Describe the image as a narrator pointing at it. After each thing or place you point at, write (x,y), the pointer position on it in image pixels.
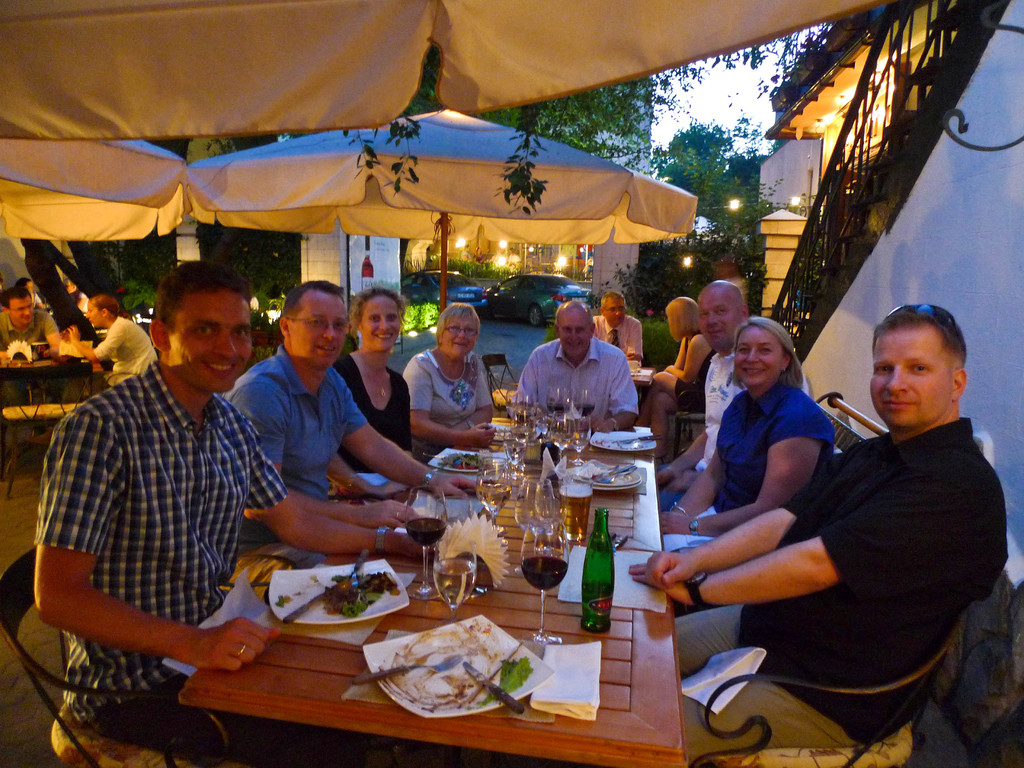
As we can see in the image there is a sky (734,90), trees (725,157), light (729,204), umbrellas (326,201) cars (483,286), few people (183,480) sitting on chairs (169,693) and there is a table (489,720). On table (464,673) there is a plate (450,684), knife (502,697), tissue (565,695), glasses (556,579) and bottles (600,532).
